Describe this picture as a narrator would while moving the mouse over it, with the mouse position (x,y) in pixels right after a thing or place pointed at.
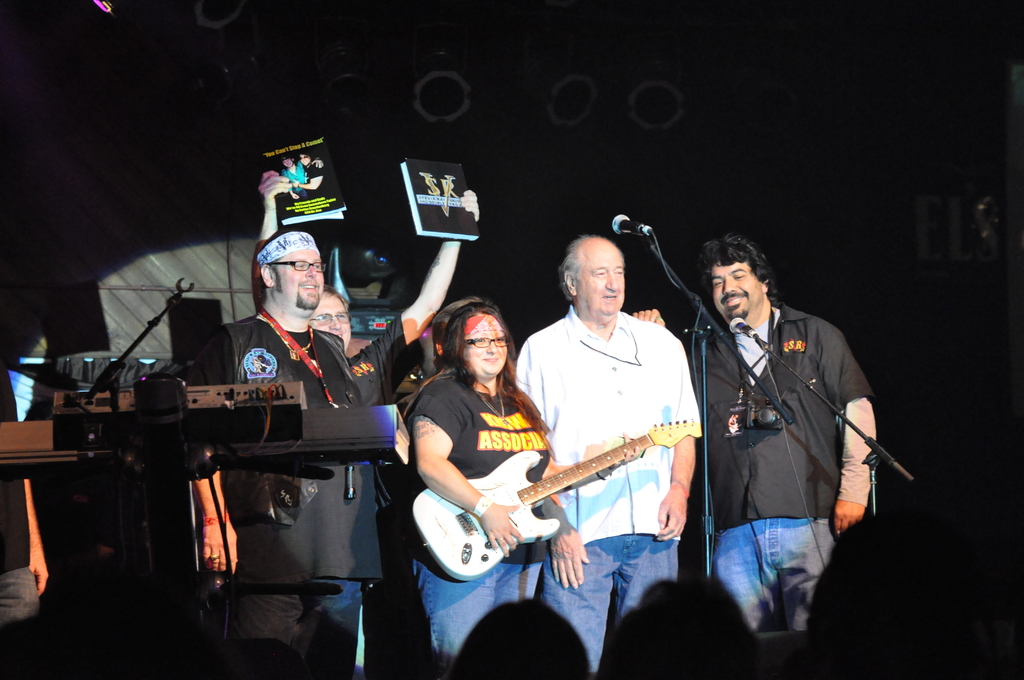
This is the image of the hall (560,374) where a woman (428,602) is standing by holding the guitar (521,475) in her hand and the right side of woman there is a man (584,452) who is standing and smiling and there is another man (782,365) who is standing and smiling by wearing a camera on his neck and at the back ground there is a person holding 2 books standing and smiling there is a piano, mike stand (162,315), mike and a focus light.
